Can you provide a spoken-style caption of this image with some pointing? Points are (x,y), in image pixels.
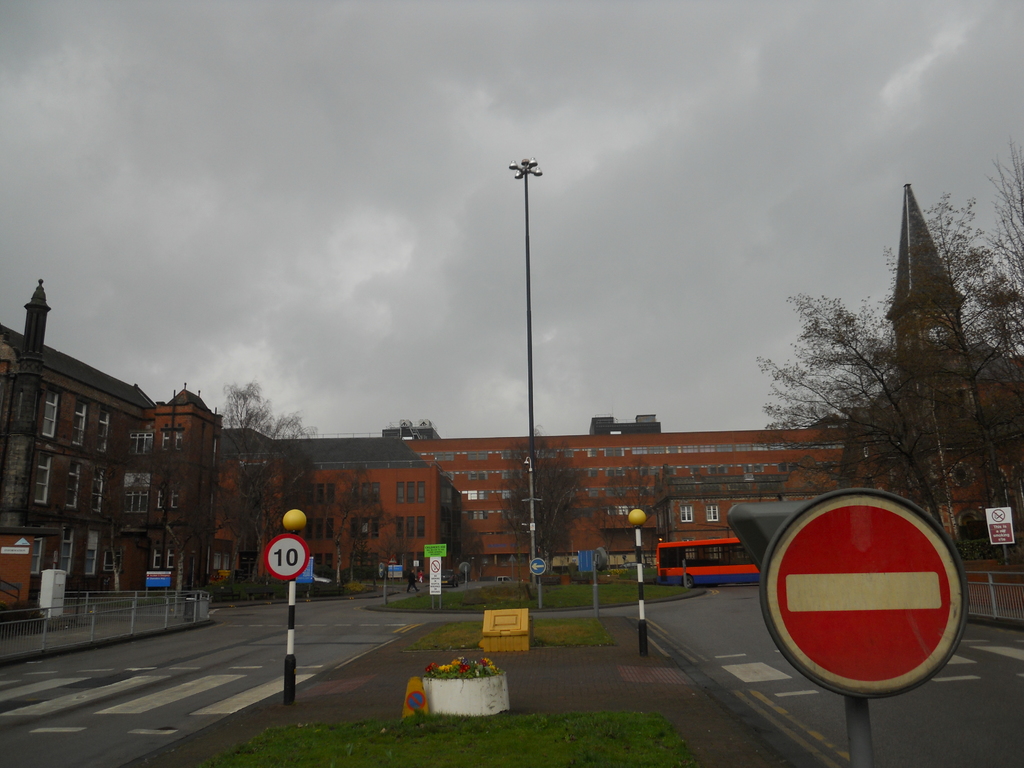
In this image we can see a bus (733,569) parked on the ground (722,635) and a person (418,590) walking. In the center of the image (589,478) we can see a car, building (456,505) with windows (685,508), poles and grass (511,751). In the foreground of the image (443,667) we can see some flowers (476,674) on the plants (462,671). On the left side of the image (190,622) we can see railings (103,612) and some objects (61,591) placed on the ground (101,598). On the right side of the image (911,418) we can see trees (908,411). At the top of the image (617,55) we can see the sky (471,180).
